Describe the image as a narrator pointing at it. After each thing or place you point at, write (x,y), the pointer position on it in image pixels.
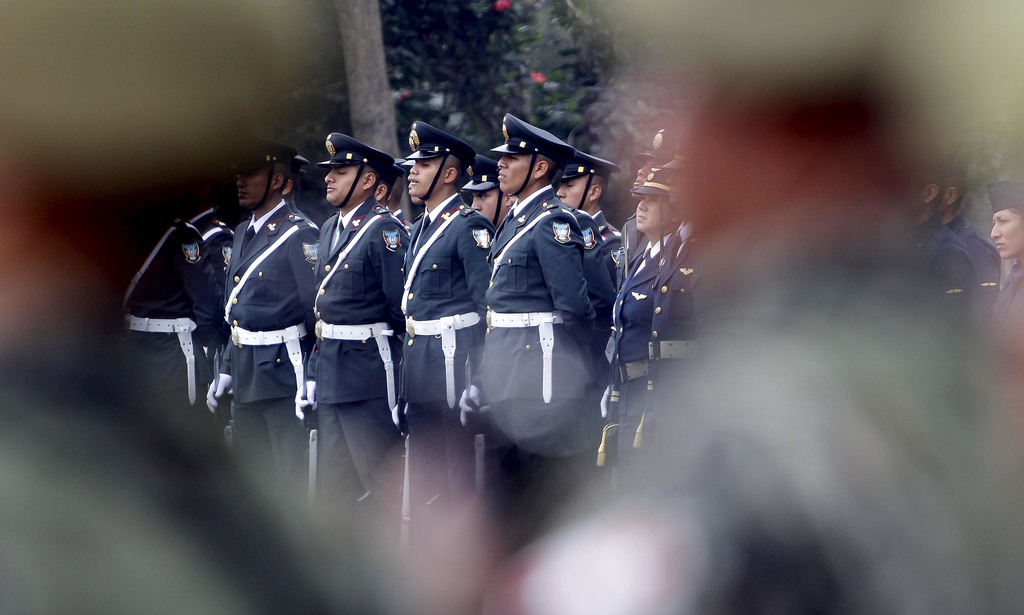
In this image we can see people (208,383) standing wearing uniforms (365,156). In the background of the image (462,20) there are trees (551,48).
